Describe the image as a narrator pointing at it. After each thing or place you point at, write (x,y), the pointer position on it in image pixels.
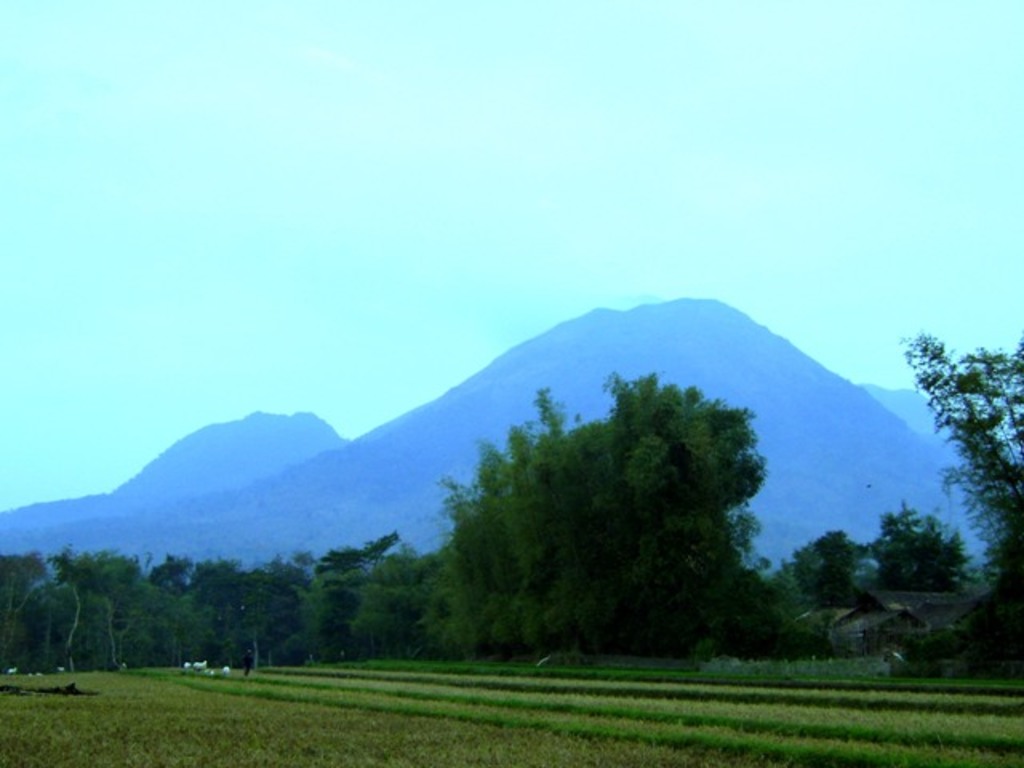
In the foreground of the picture (487,701) we can see crops (712,706). In the middle of the picture (651,443) there are trees (278,608). In the background (349,453) there are hills (529,348). At the top (379,188) it is sky (318,218).
